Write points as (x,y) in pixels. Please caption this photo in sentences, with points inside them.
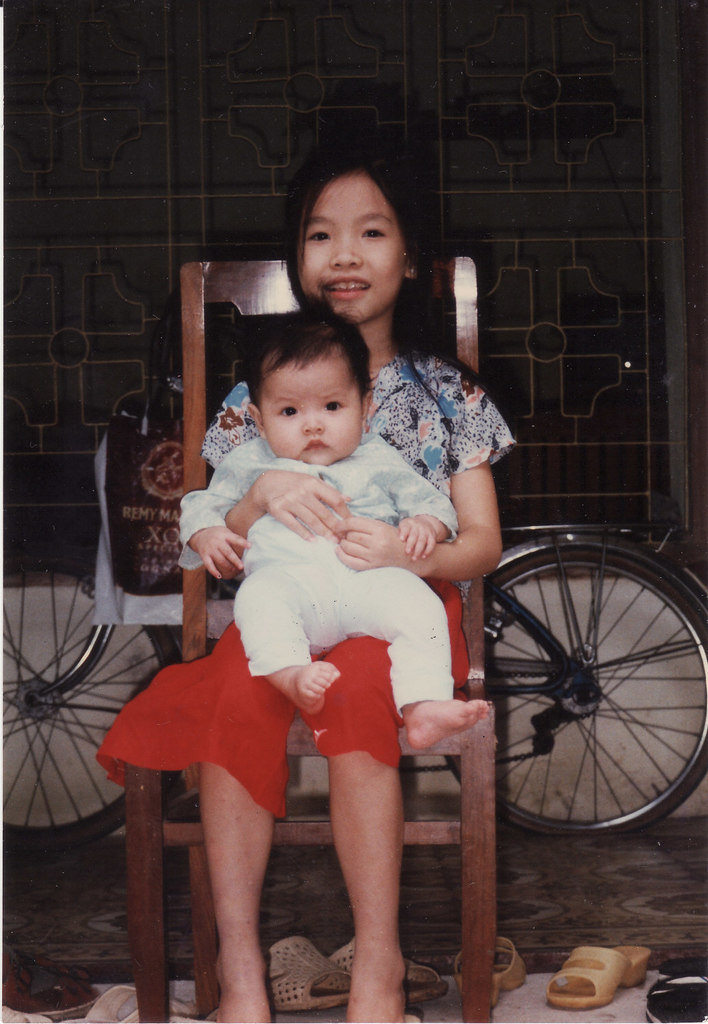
This girl (377,297) is sitting on a wooden chair (250,308), above this girl (323,293) there is a kids (333,432). Background (590,675) there is a bicycle (516,613) with bag (139,614) in-front of this window (132,330). On floor (647,980) there are chappals (102,997).
